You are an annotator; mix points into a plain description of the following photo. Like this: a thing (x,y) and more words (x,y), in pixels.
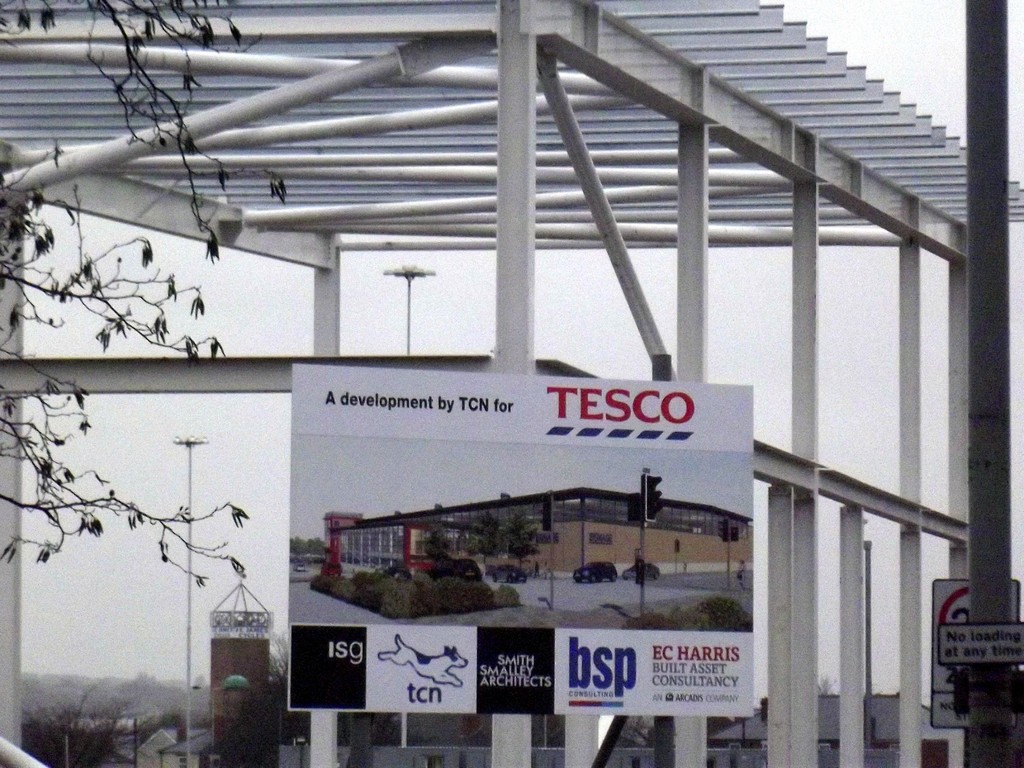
In this picture there is a poster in the center of the image (657,408), there is a pole (1006,700) on the right side of the image (1000,382), there are trees (112,710) in the bottom left side of the image (49,726).
